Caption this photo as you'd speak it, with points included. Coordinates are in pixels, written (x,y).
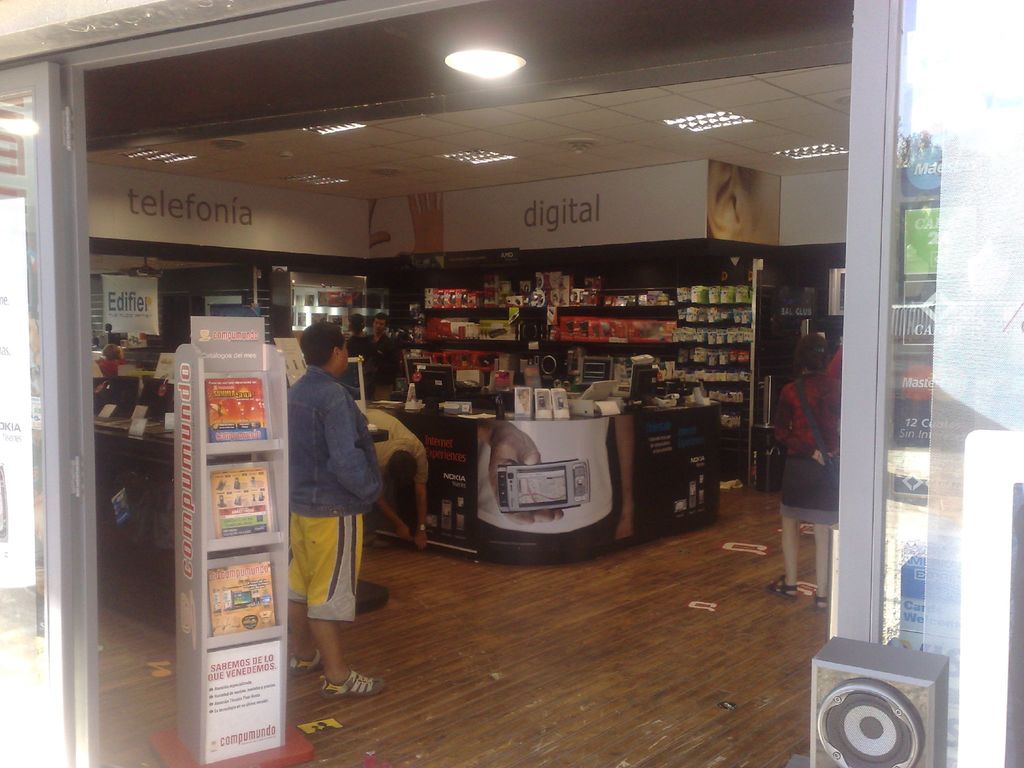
This picture describes about a store (564,379), in the front (317,525) there is a person (312,449) standing, in the background (410,448) there is one more person (398,440), on the ceiling (426,158) we can see lights (489,152), on the right side of the picture (887,437) we can see a glass (901,498).
